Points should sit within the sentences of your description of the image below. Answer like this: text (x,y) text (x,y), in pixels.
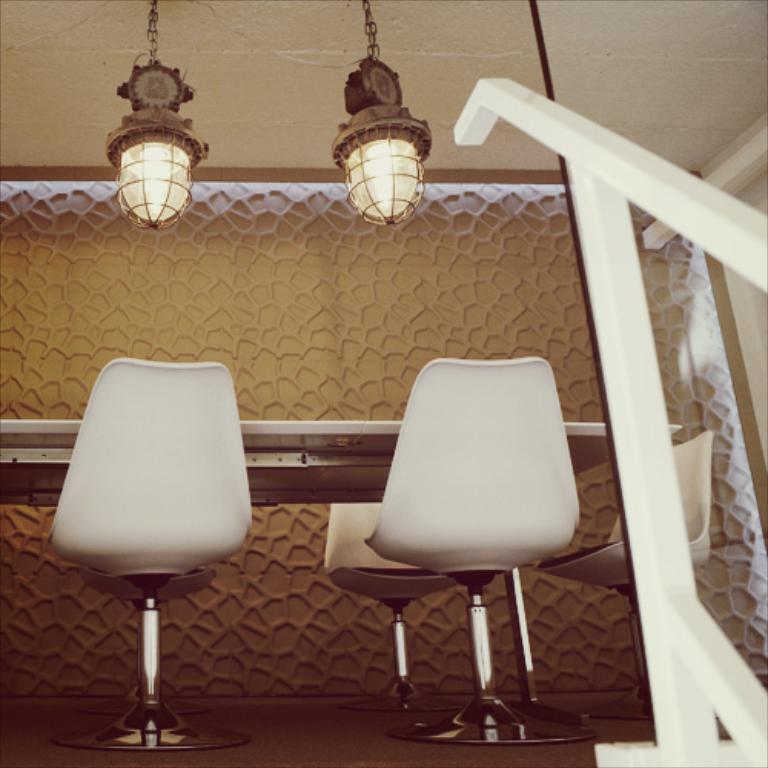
In this image we can see a table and some chairs (432,574) placed on the surface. We can also see a wall (180,358) and some ceiling lights (166,185) hanged to a roof (206,120). On the right side (646,377) we can see the railing (663,541).
